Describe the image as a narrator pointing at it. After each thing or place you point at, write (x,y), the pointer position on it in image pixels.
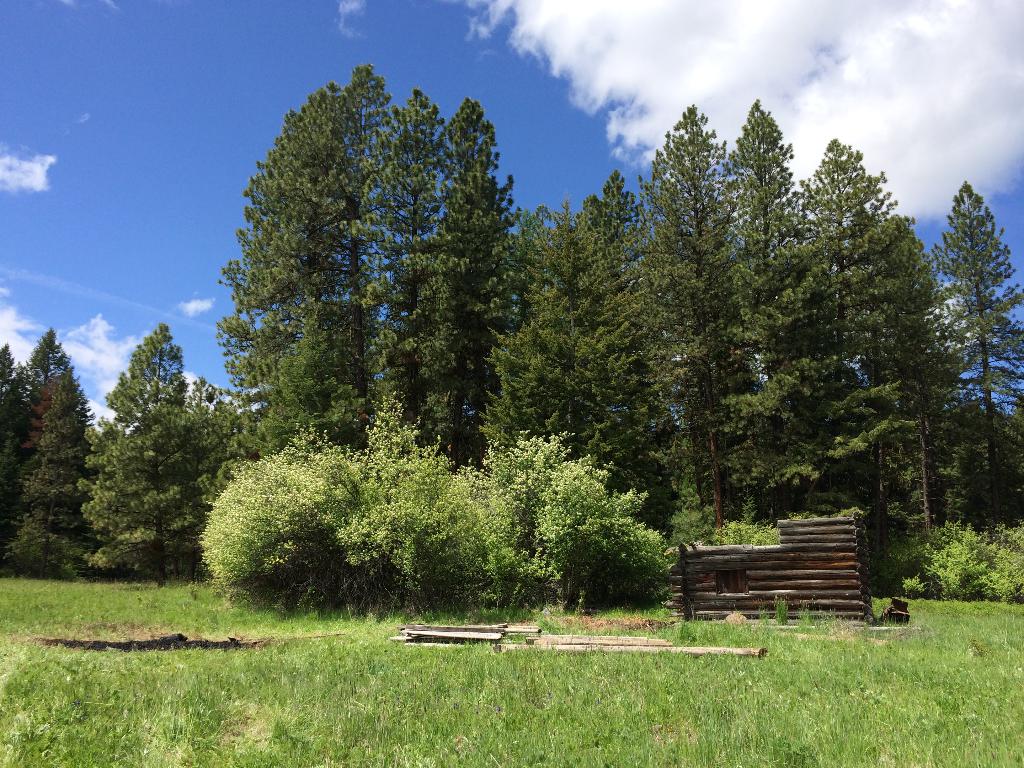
In this image I can see an open grass ground (493,655) in the front (441,725) and on it I can see few things (675,601). In the centre of the image (589,487) I can see number of trees (470,434). In the background (888,40) I can see clouds (871,34) and the sky (152,250).
